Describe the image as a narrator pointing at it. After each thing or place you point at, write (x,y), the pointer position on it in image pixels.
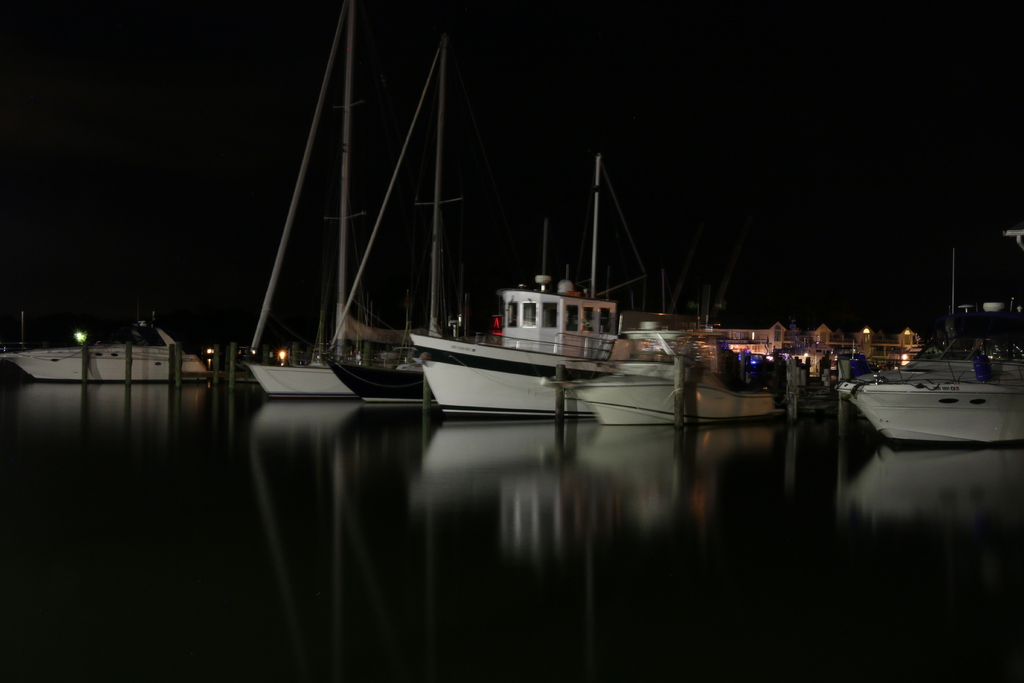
In this image at the bottom (552,560) there is a river (727,526), in that river (900,490) there are some boats (890,409). In the background (800,357) there are some buildings (901,343) and poles (681,391).
